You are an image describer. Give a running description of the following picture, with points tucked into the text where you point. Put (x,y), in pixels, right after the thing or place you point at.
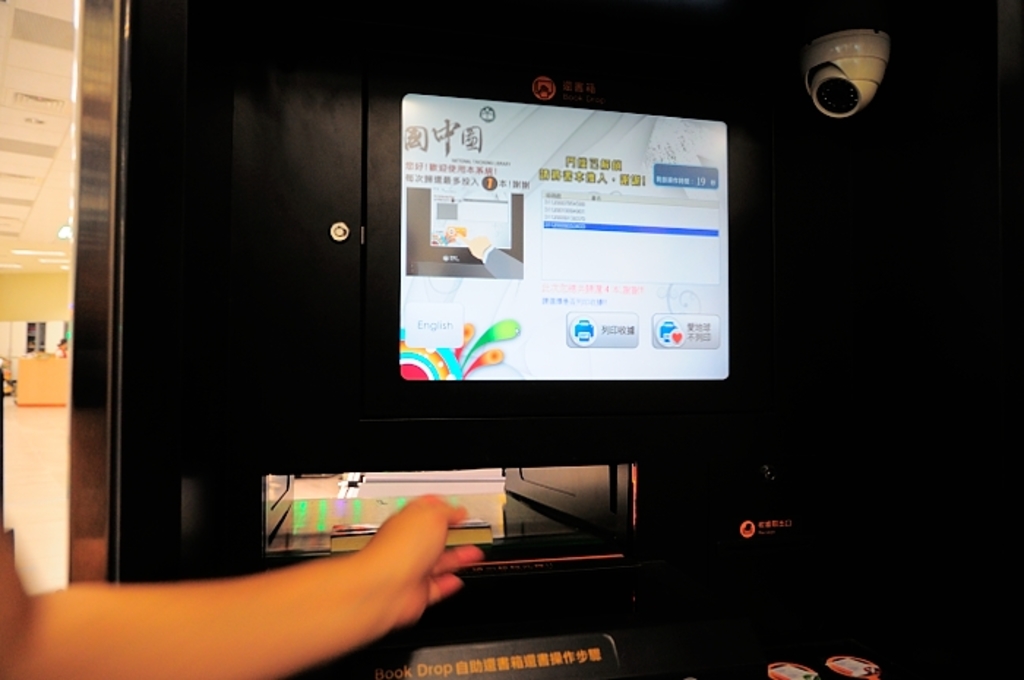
In this image we can see an electronic machine (602,484) which has screen (540,249) and some image (564,241) is displaying on it there is camera (865,42) and we can see person's hand (297,585) and in the background of the image (28,377) there is desk (44,387).
